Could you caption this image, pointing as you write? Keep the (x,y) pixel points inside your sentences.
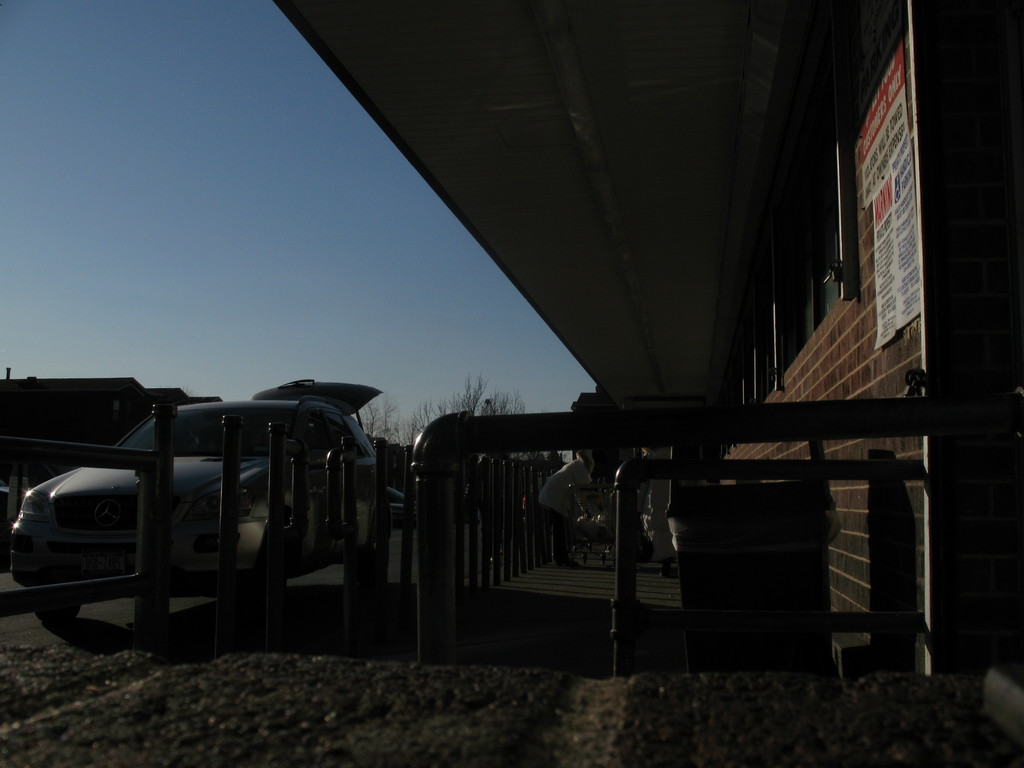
In this image we can see a building (881,387). There is a railing (500,424). There are rods (482,483). There is a car (55,553) on the road (90,607). At the top of the image (85,189) there is sky (143,283). In the background of the image (388,430) there are trees (449,410).
